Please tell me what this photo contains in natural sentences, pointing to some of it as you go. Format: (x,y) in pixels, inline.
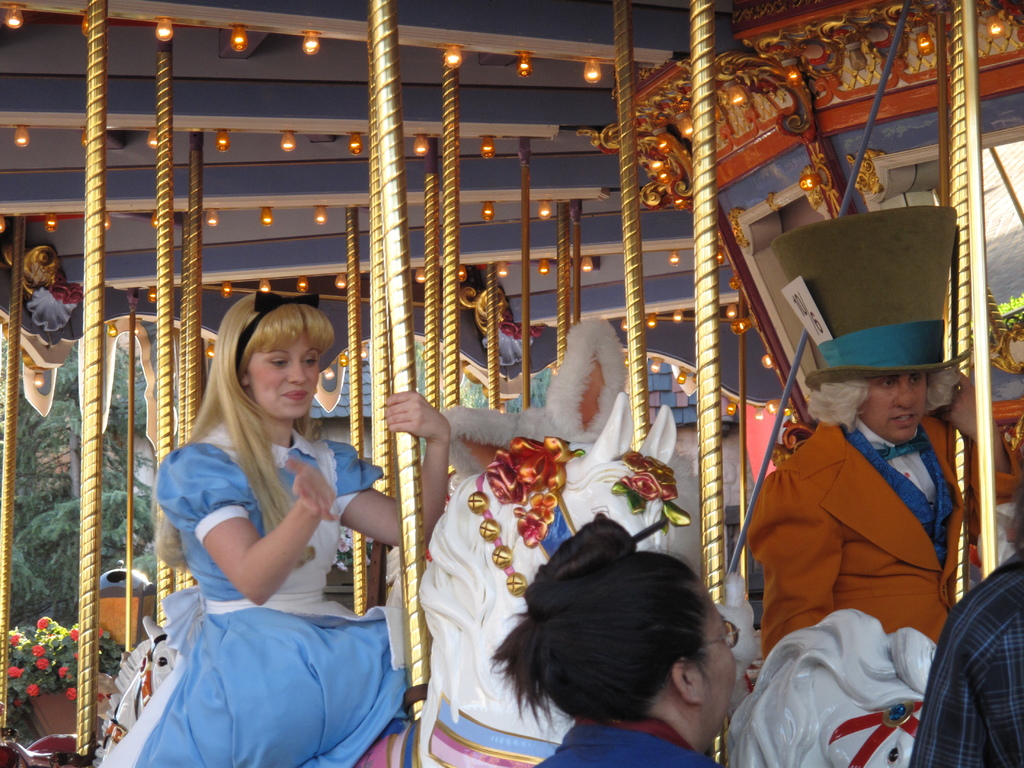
In this picture I can see the amusement park ride (170,241). I can see a few people (307,347) sitting on the objects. I can see the lights (357,149). I can see the plants (145,546) on the left side (126,477).
